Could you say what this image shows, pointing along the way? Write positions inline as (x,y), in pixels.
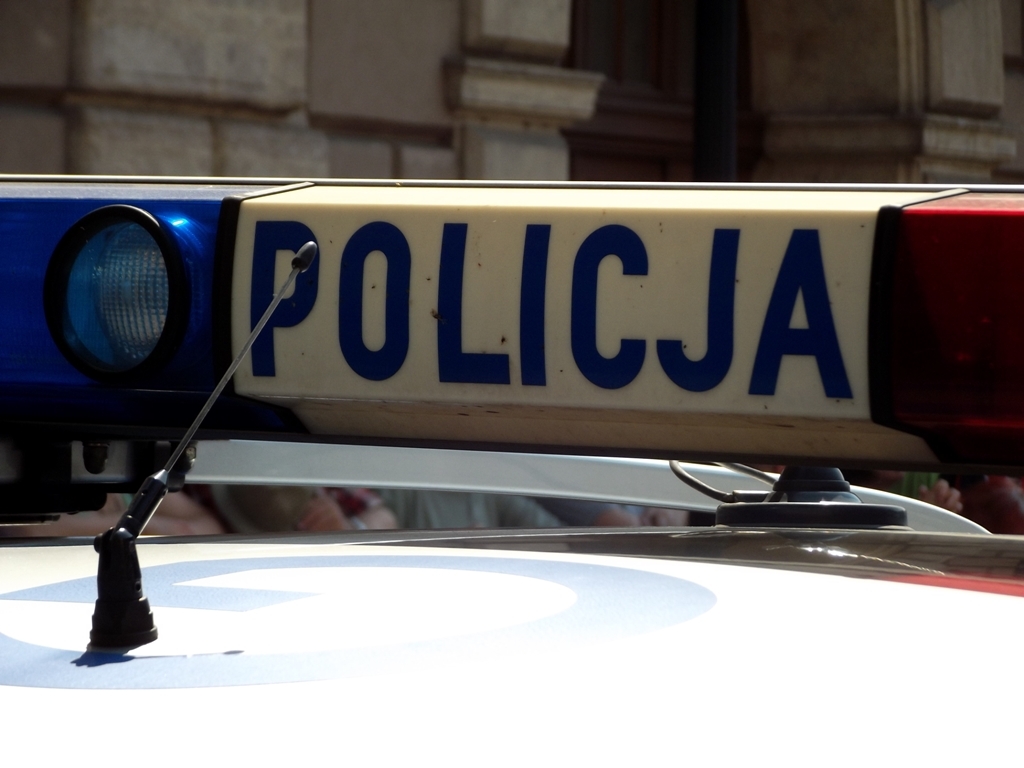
As we can see in the image there is a vehicle (587,603) and buildings (522,68).
